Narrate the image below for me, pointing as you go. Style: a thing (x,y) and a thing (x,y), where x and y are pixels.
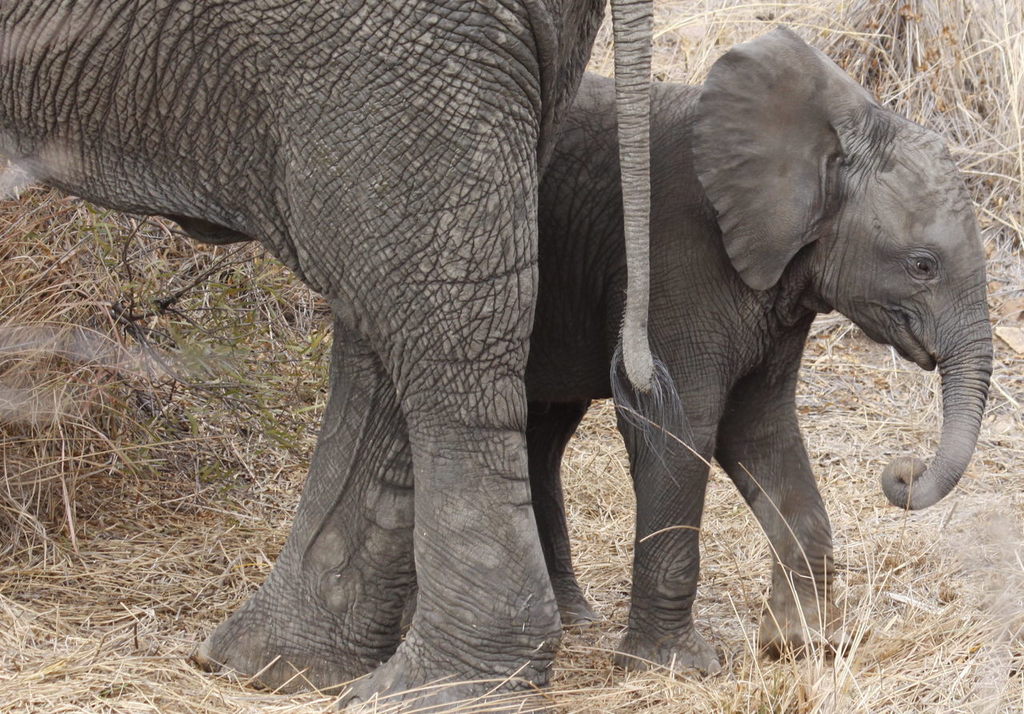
In this image we can see elephants (549,355). In the background (873,44) there is grass (821,43).
